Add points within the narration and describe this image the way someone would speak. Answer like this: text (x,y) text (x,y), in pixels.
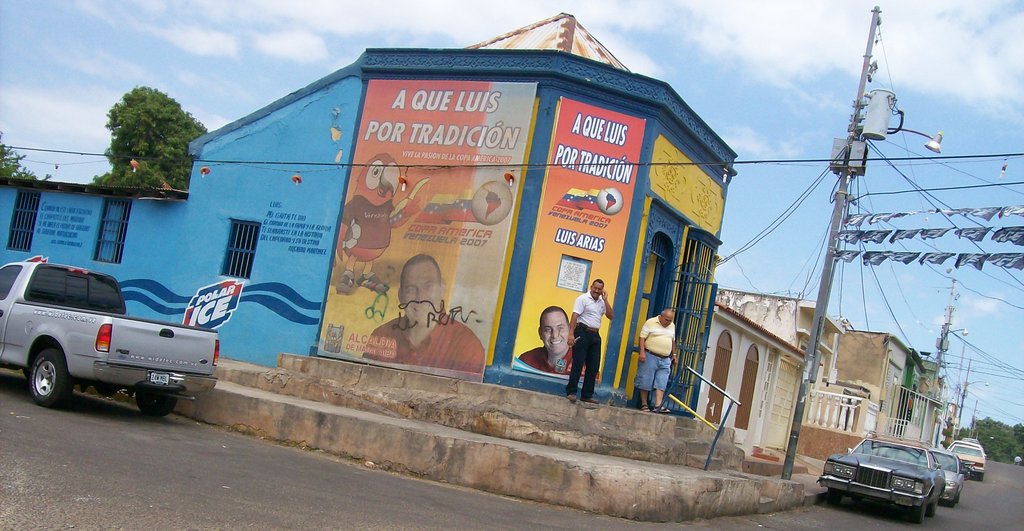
In this picture we can observe a road (311,503). There are some cars (922,463) on the road (527,519). We can observe a building (276,263) on which there are some advertisements (410,148) on the wall (208,250). There are two persons (583,348) standing on the steps (550,409). There is a pole (796,417) on the right side (808,356). We can observe some buildings (830,408). In the background (149,148) there are trees (148,159) and a sky (199,47) with some clouds (758,71).
